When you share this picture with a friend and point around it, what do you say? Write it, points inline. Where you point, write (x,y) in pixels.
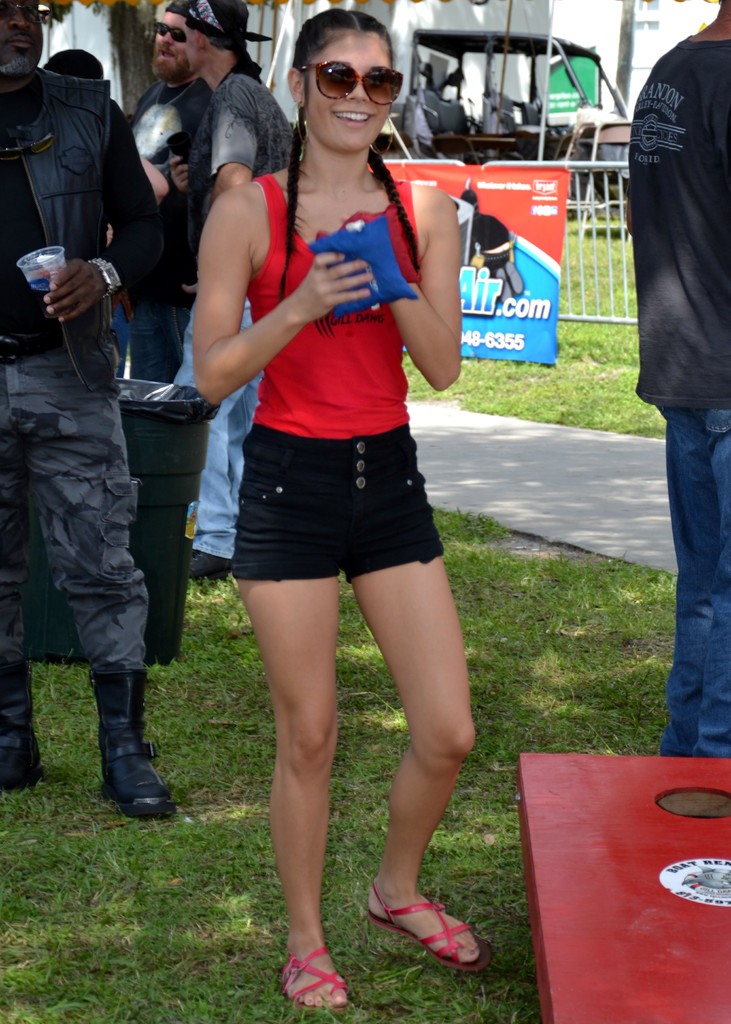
In the middle of the image (282,406) we can see a woman (439,778) is standing on the grass (164,960) and she is smiling. Here we can see people (706,183), bin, path (438,503), fence (610,217), banner (557,353), and other objects (664,906).
